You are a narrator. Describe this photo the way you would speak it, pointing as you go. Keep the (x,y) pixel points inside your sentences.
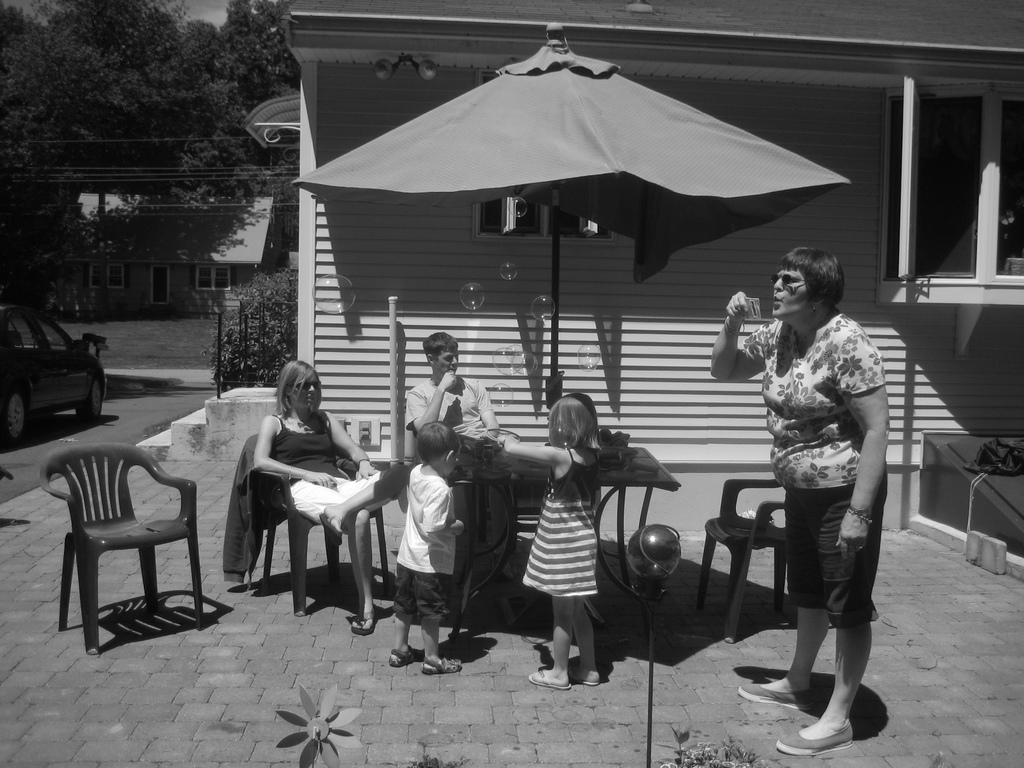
In this image I can see few people (306,481) sitting and few are standing. Back I can see building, windows (960,177), tent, trees (98,115), wires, stairs (186,417) and car (57,394) on the road (111,403). I can see some objects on the table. The image is in black and white.
